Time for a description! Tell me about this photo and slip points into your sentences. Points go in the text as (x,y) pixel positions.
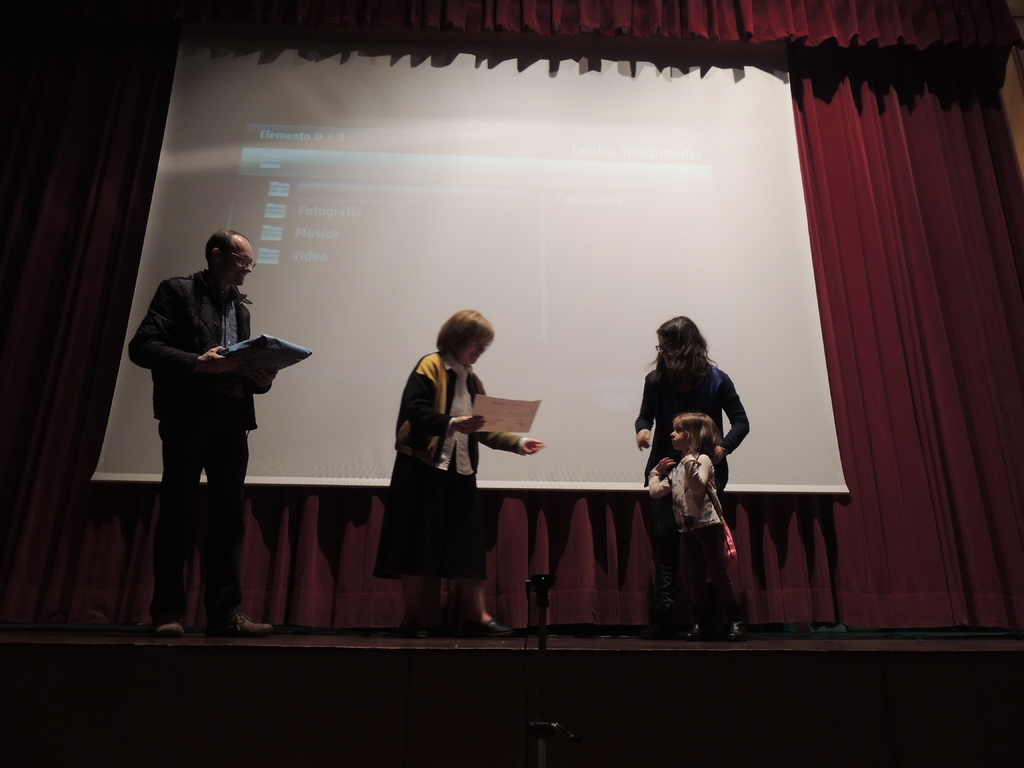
In this image I can see four people (398,522) with different color dresses (159,539). I can see two people (240,447) are holding few objects (485,417). In the background (383,347) I can see the screen (525,303) and the maroon color curtain (833,259).
